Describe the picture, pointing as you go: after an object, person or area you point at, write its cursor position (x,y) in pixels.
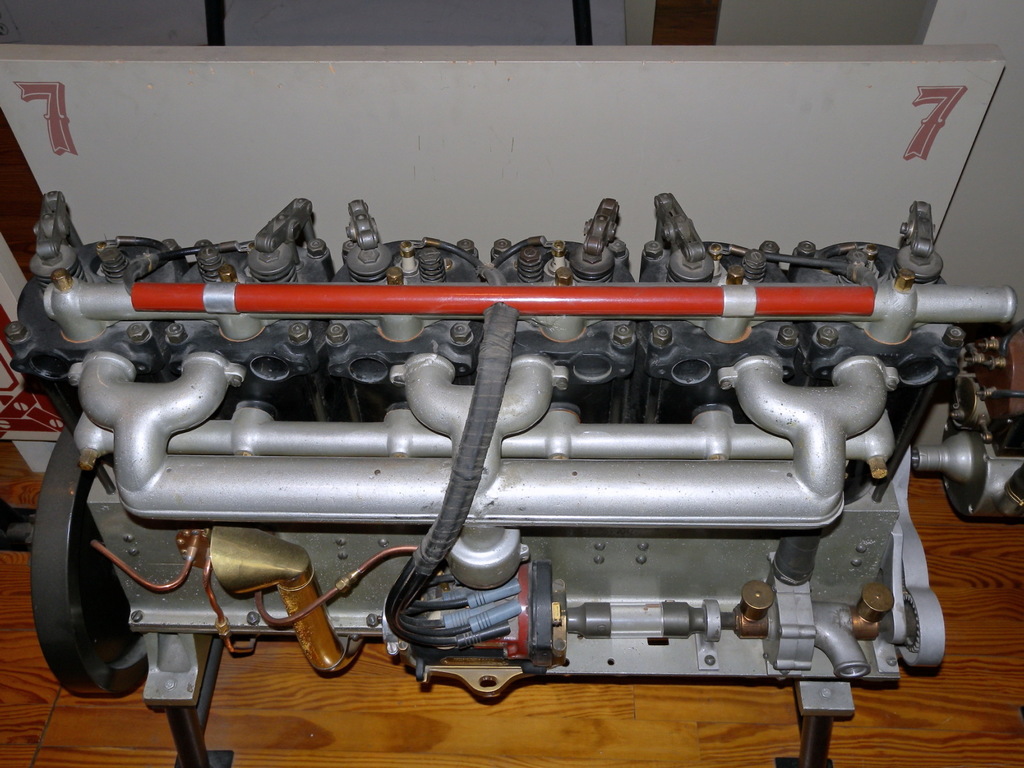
This picture contains machinery equipment (551,524). Behind that, we see a white color board (568,150). In the background (725,28), it is white in color. At the bottom of the picture (420,722), we see a wooden floor (361,698).
